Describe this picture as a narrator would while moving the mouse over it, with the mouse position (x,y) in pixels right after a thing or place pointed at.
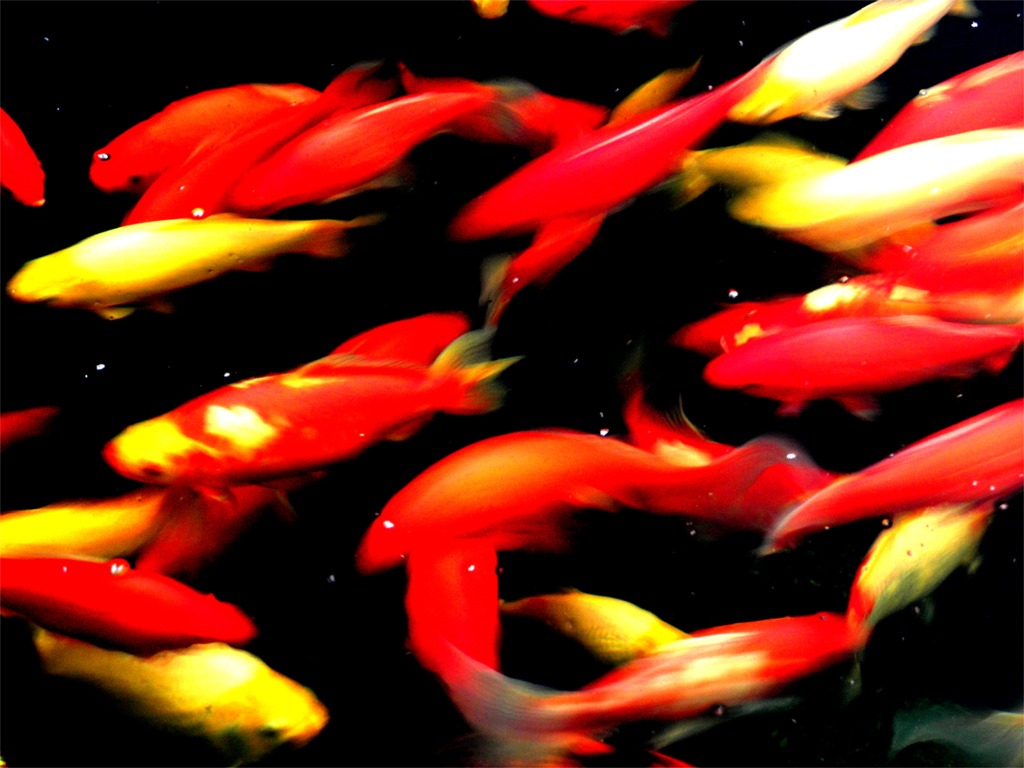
In this picture there are red and yellow color fishes (263,139) in the water (949,579).
